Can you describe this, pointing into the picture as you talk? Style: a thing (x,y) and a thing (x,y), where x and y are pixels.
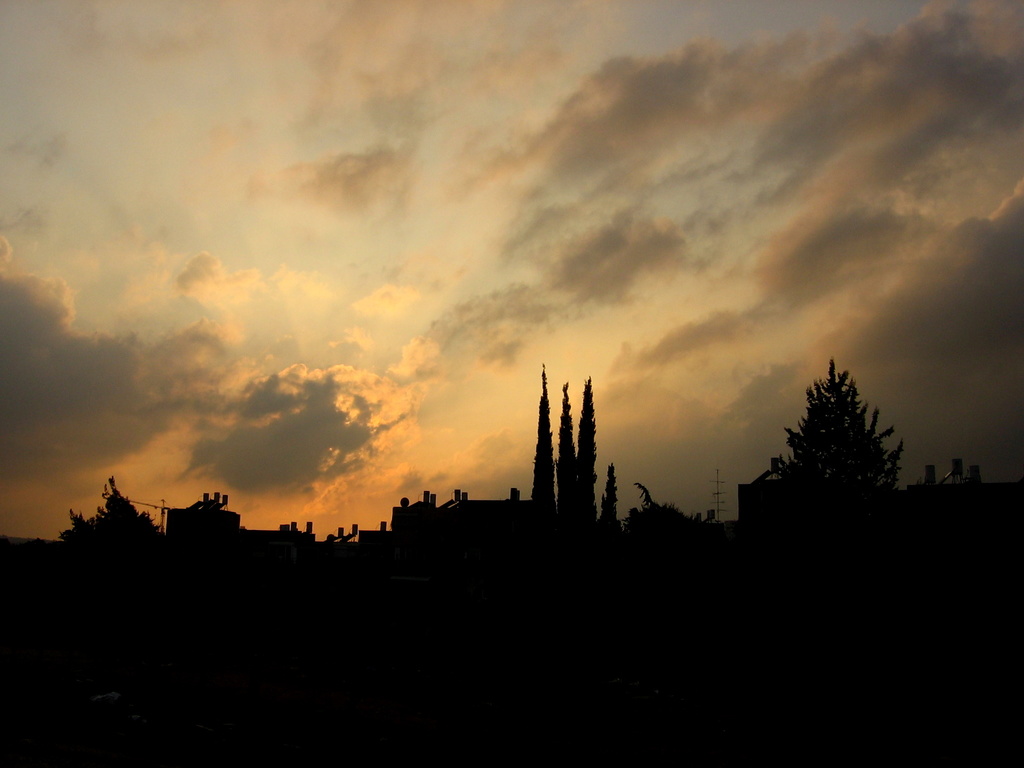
In this picture I can see the trees (78,522) and building (824,588) in front (189,527) and I see that it is dark. In the background (268,98) I can see the sky (584,178) which is cloudy.
